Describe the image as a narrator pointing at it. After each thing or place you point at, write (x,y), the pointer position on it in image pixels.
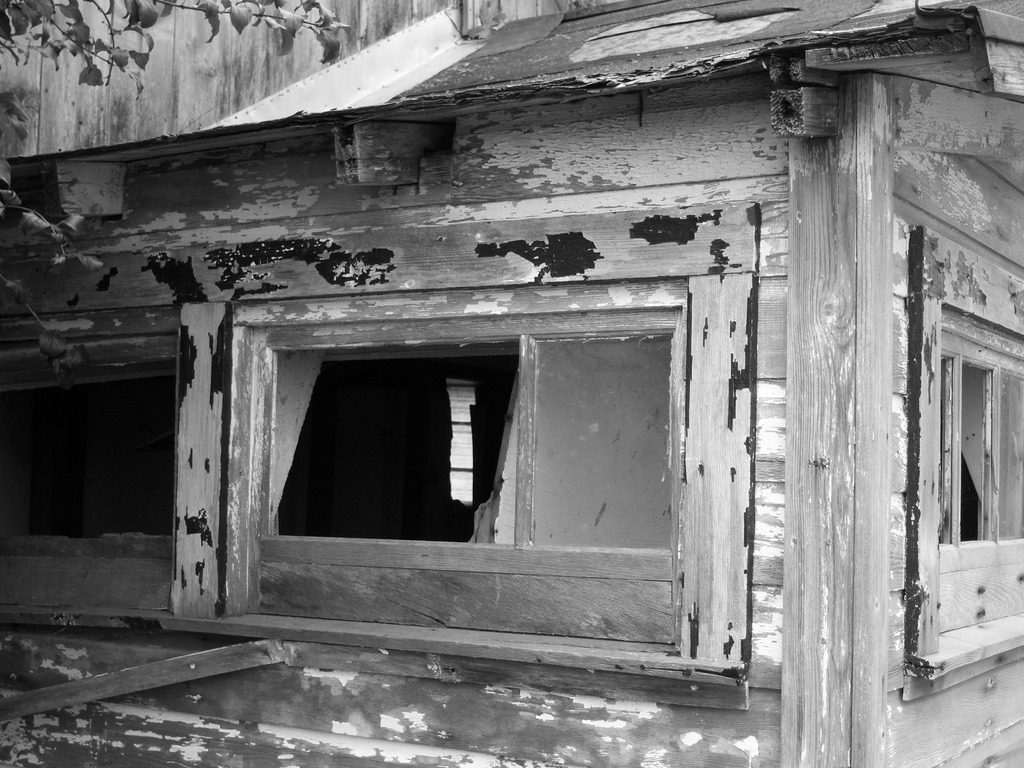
In the foreground of this black and white image, there are windows (988,471) of a wooden house (581,157). At the top (126,25), there are leaves (138,14) to the stem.
